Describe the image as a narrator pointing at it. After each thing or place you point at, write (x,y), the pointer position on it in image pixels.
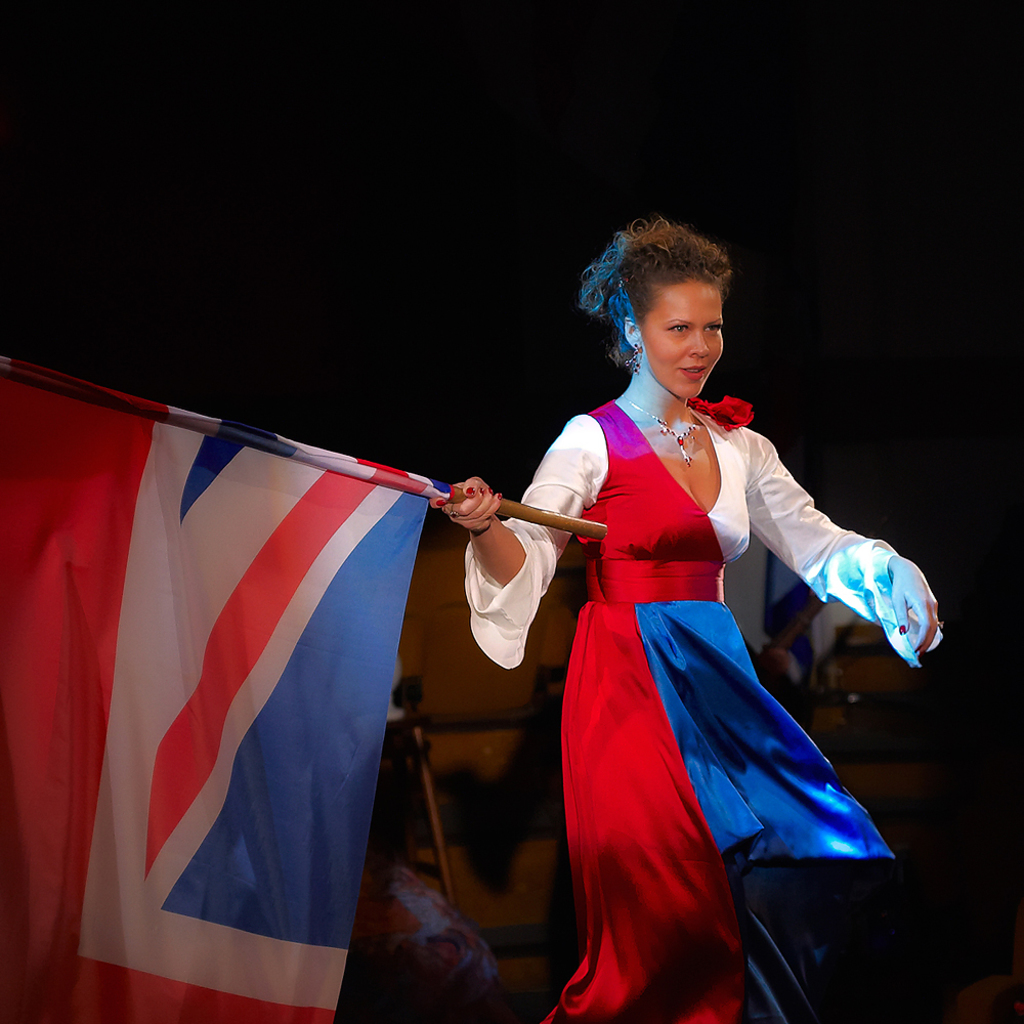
In this image, we can see a woman (728,511) is holding a flag (412,545) with pole (495,501). Background (793,614) we can see blur view. Here we can see few objects (408,882). Top of the image (608,198), we can see dark view.
